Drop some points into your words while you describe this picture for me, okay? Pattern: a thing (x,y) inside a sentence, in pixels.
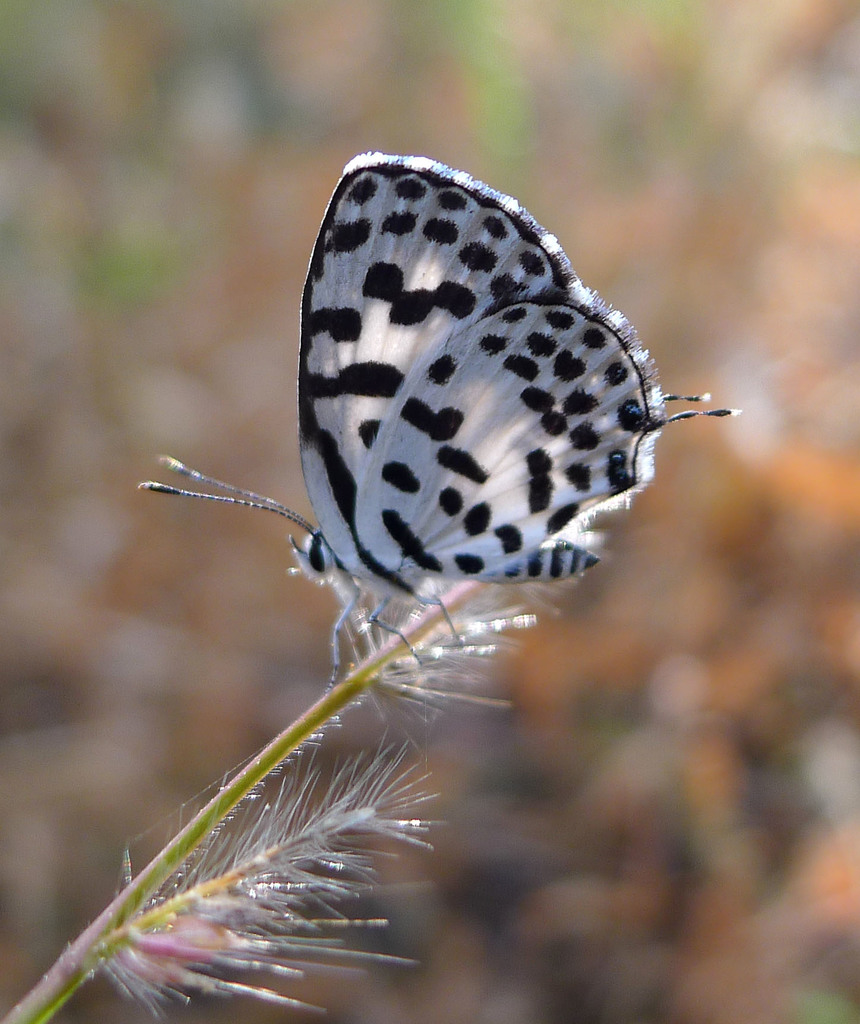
In this image we can see a butterfly (372,308) on the plant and the background (578,14) is blurred.
